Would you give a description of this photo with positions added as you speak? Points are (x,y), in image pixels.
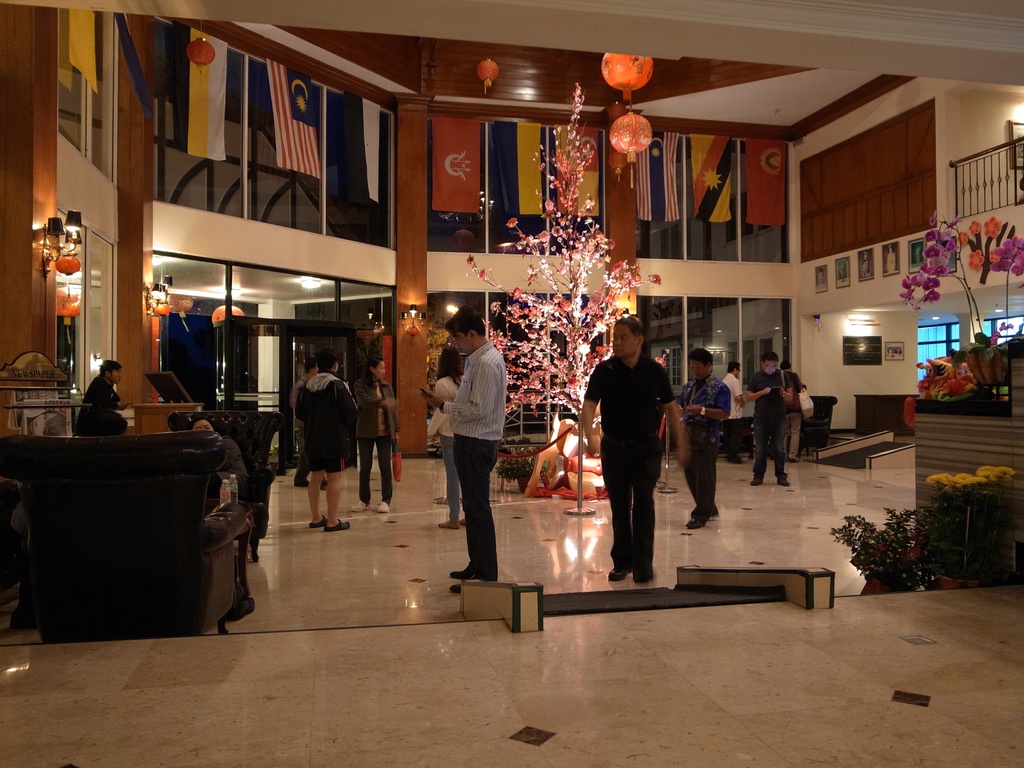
In this image there are group of people (620,515) standing, flower sticks (562,319), plants (957,574) with flowers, chairs (166,470), paper lanterns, flags (75,27), lights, frames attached to the wall (758,270).
